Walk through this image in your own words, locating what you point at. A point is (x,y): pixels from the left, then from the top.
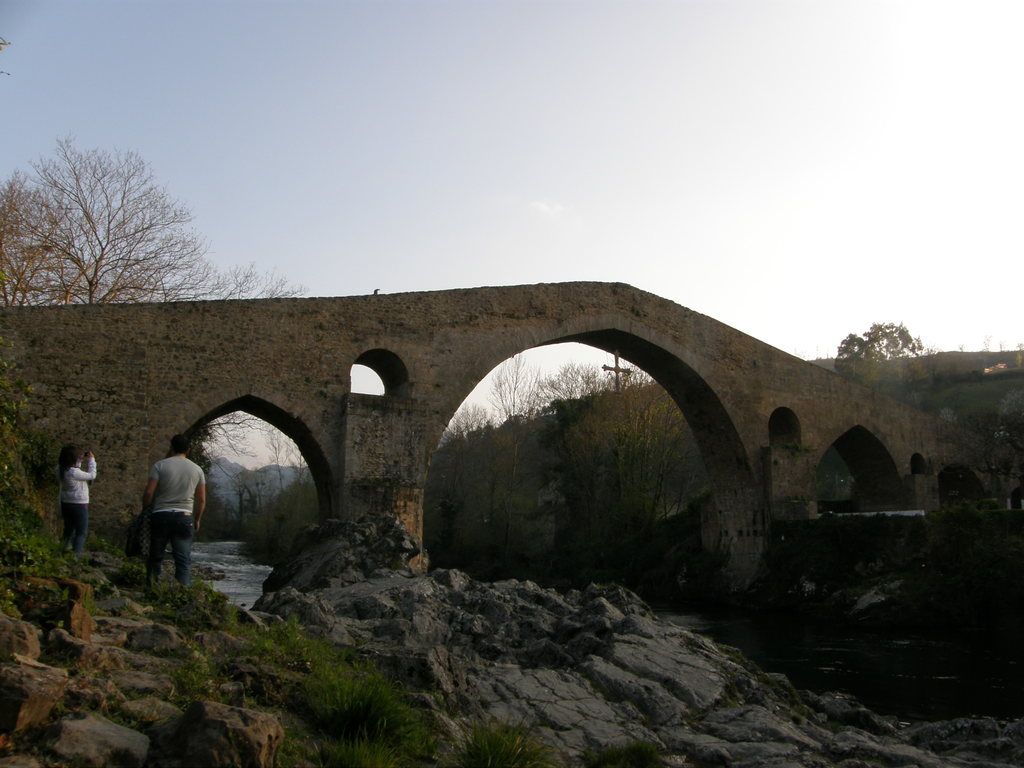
In this image on the left side (148,503) we can see two person (80,529) are standing on the ground (79,707), plants (1,589) and stones (237,714). We can see an arch like structure (422,546), cross symbol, water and rock (568,709). In the background (842,241) we can see water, trees (224,420), mountains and clouds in the sky (994,221).
